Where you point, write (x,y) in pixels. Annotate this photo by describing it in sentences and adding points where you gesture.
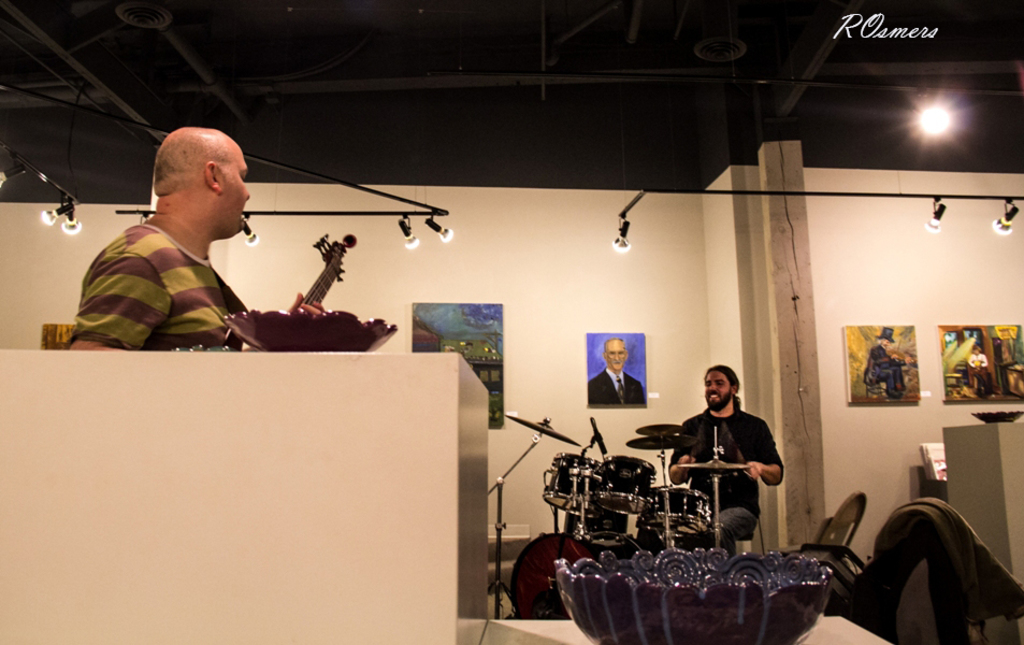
This is the picture of the inside of the room (751,332). On the right side (732,499) we have a person (748,432). His sitting. His smiling. His playing drums (707,514). On the left side (205,303) we have a another person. His playing guitar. We can see in the background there is a lighting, wall (670,276) and photo frames (639,339).
